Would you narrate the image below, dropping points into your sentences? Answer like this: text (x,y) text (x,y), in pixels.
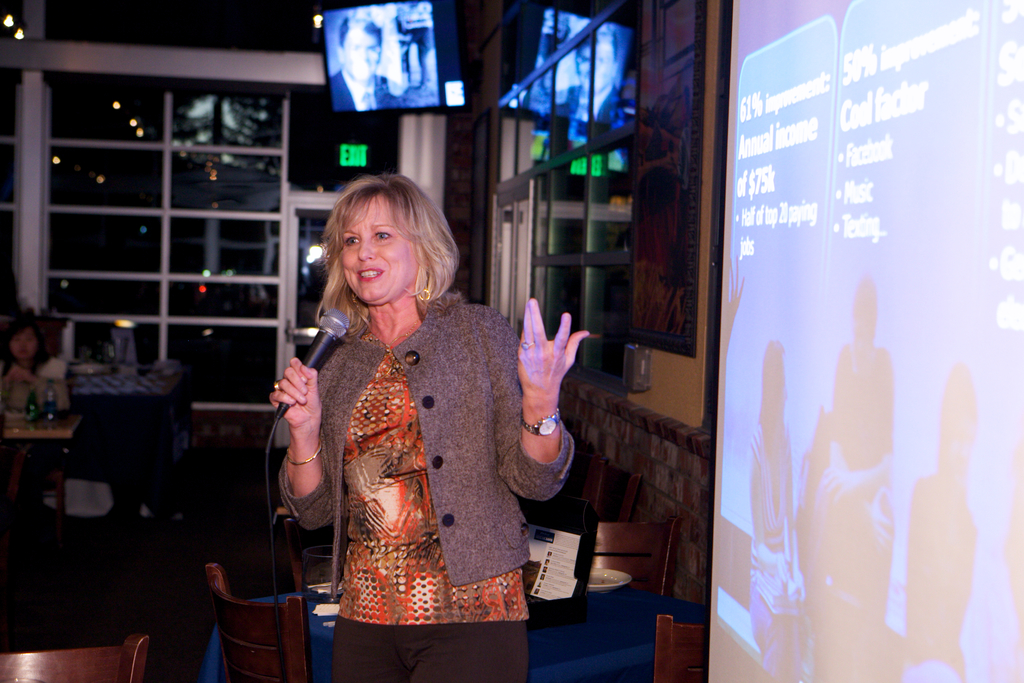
In this image I can see a woman (408,499) standing and holding a mike (306,361). This place seems like an restaurant (220,546). There are chairs (263,605) and tables (319,628). I can see a woman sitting at a corner. Something is projected on the screen (850,457), and I can see a television (456,74) at the top of the image (383,74) where a person (349,50) is displayed on the screen (382,88). There is a table (571,639) covered with blue cloth (571,638) behind the women (527,638). There are some things (584,565) placed above the table (636,614). women (521,450) is wearing a wrist watch (537,432) and she is explaining something. There is a window (209,226) behind the glasses (244,232) and I can see an exit light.
